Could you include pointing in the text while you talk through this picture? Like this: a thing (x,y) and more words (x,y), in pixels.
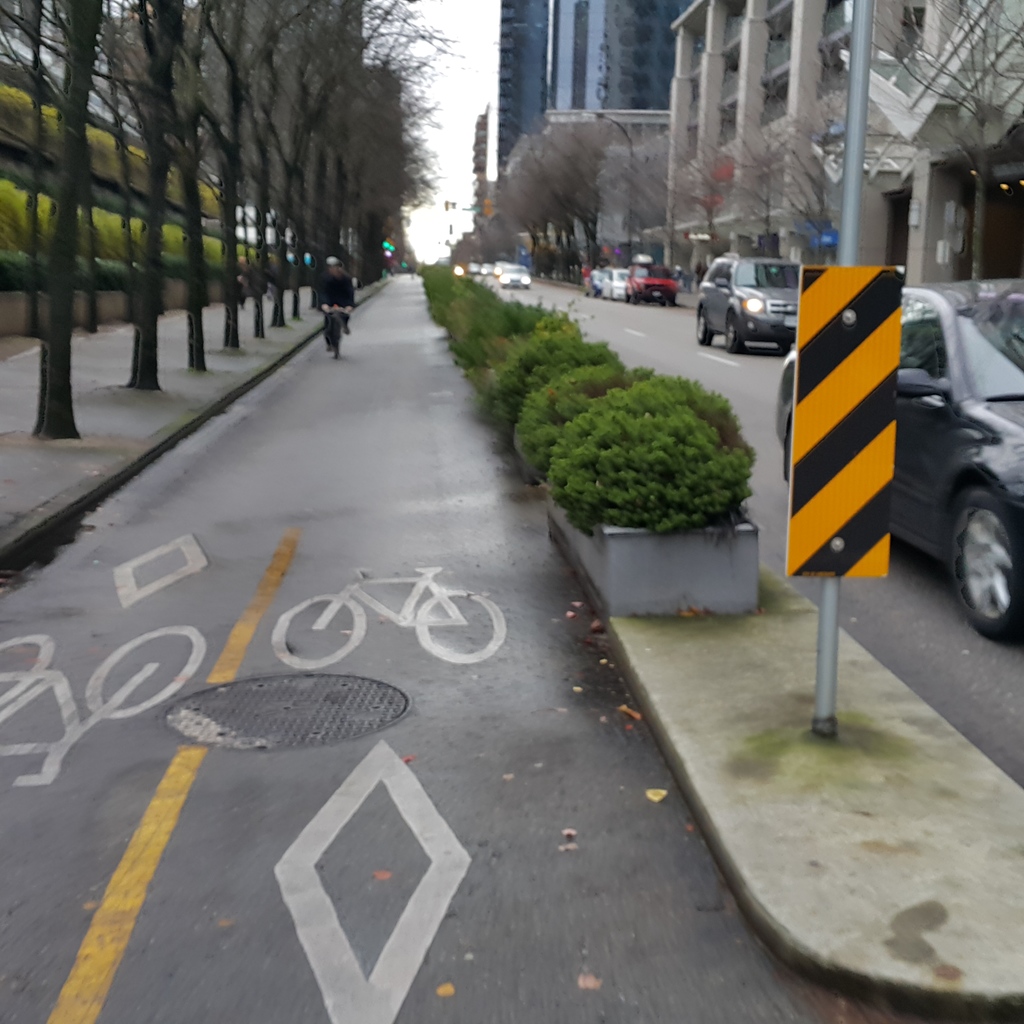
This image consists of a road (341,575) on which there is a person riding bicycle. To the right (752,295), there are many cars (957,383). In the middle (629,455), there are small plants (599,400). To the left (252,181), there are trees (276,181). To the right (873,124), there are many buildings (741,157).
